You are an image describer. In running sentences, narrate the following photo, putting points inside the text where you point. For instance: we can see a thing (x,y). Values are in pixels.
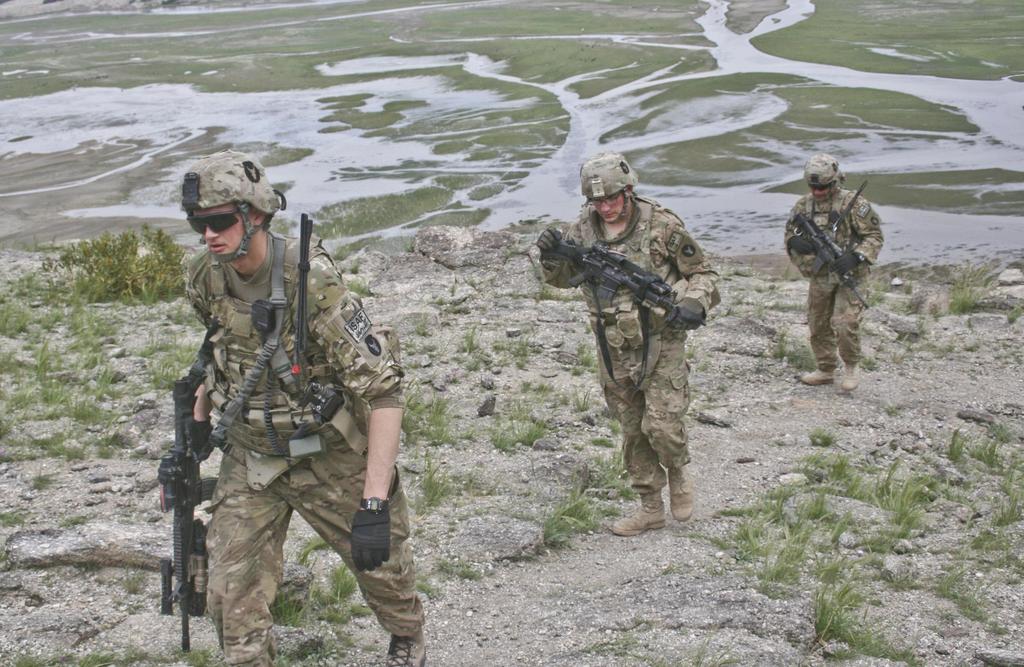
In this image three army personnel (381,379) are walking. They are holding guns (831,253). In the ground (466,413) there are stones (483,413). In the background (474,129) there is ground (90,172).
